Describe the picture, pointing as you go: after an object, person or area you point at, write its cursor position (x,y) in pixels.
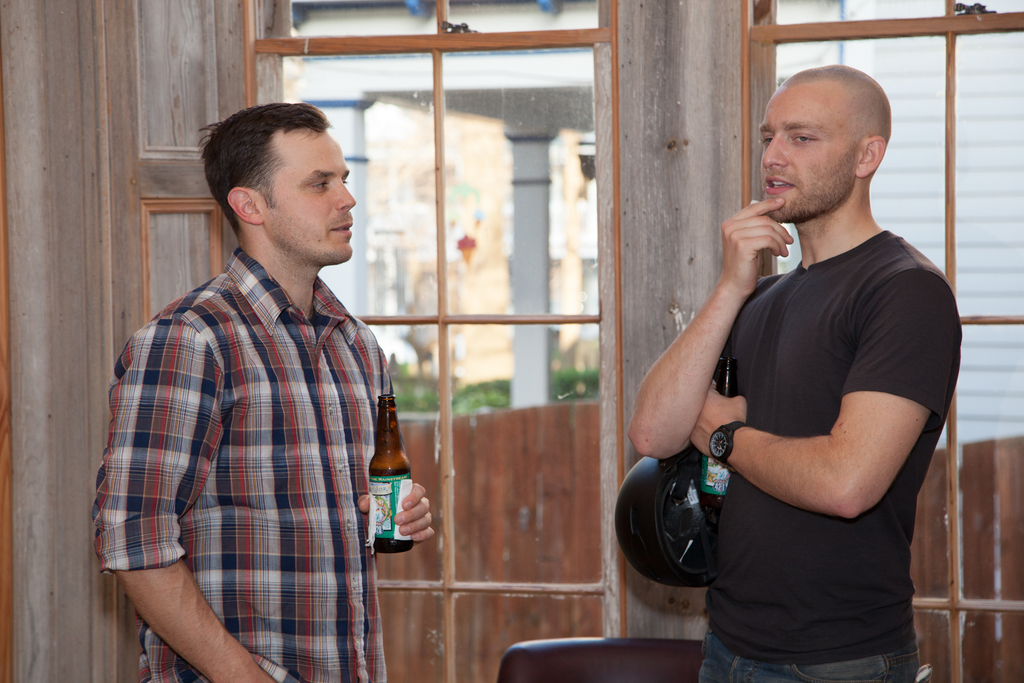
In the given image i can see a people (225,347) holding bottles (720,485), door (242,86) and windows (482,398).
